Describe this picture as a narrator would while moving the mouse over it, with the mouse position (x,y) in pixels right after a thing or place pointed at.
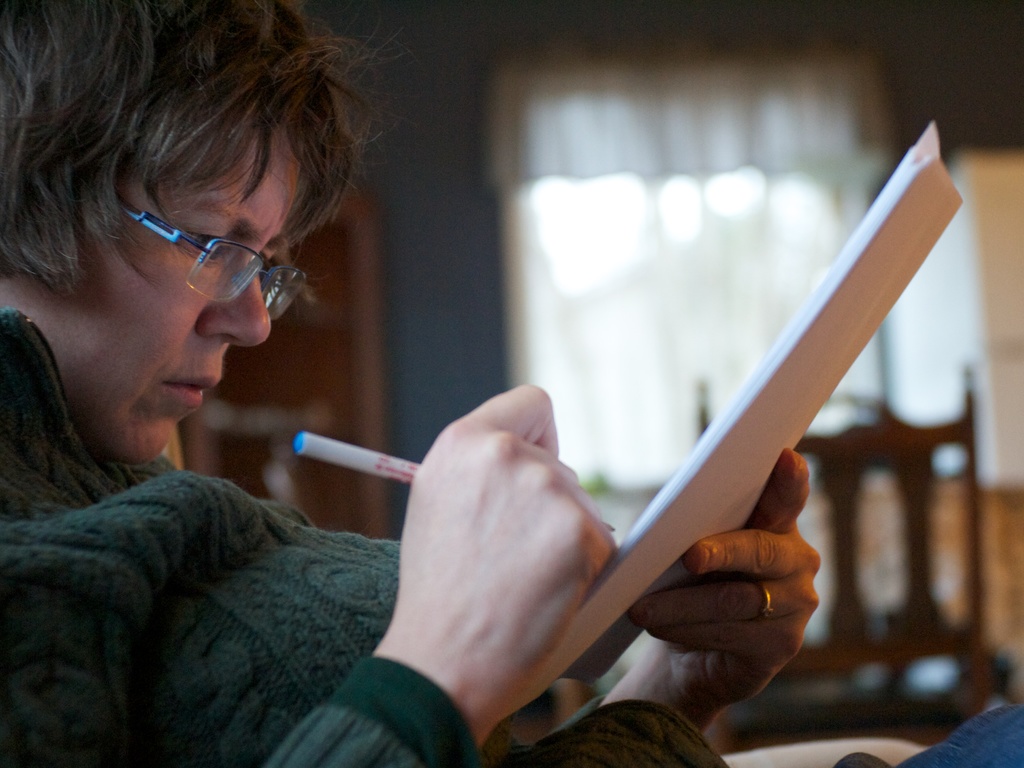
In this picture we can see a person (193,558), the person (234,316) wore spectacles (213,246) and the person (501,470) is writing with the help of pen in the book (763,452), in the background (869,435) we can see a chair (872,453).
